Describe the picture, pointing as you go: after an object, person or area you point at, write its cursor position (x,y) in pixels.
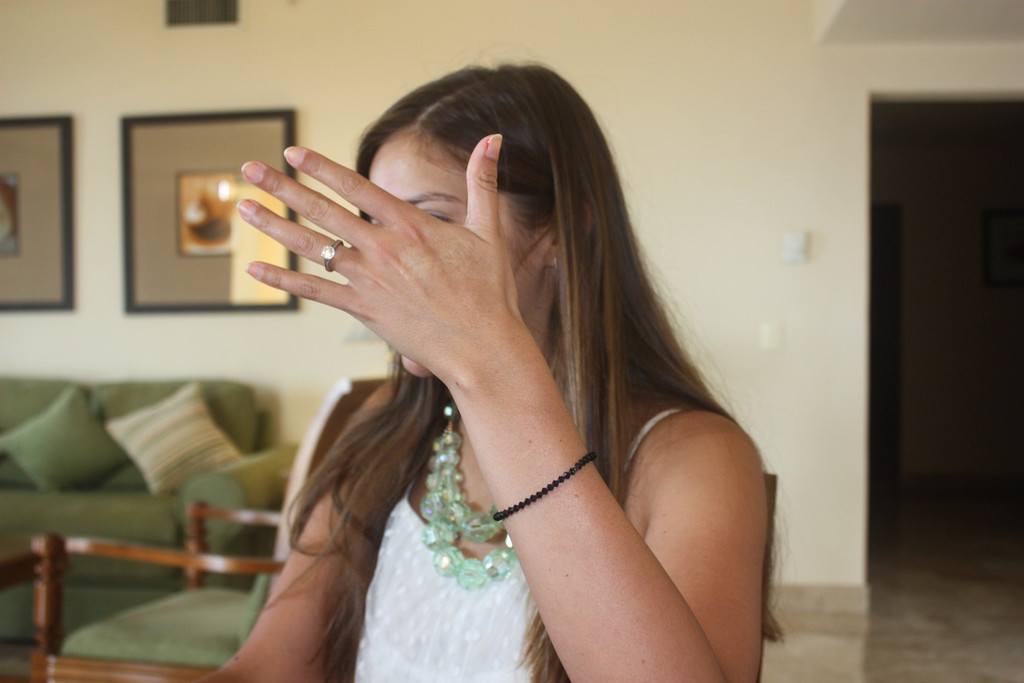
In this picture a woman (388,139) is hiding face (538,249) with her hand (335,297) and in the background (212,422) there are sofa (252,500), photograph (269,259) on the wall (380,96) and switch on the right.
